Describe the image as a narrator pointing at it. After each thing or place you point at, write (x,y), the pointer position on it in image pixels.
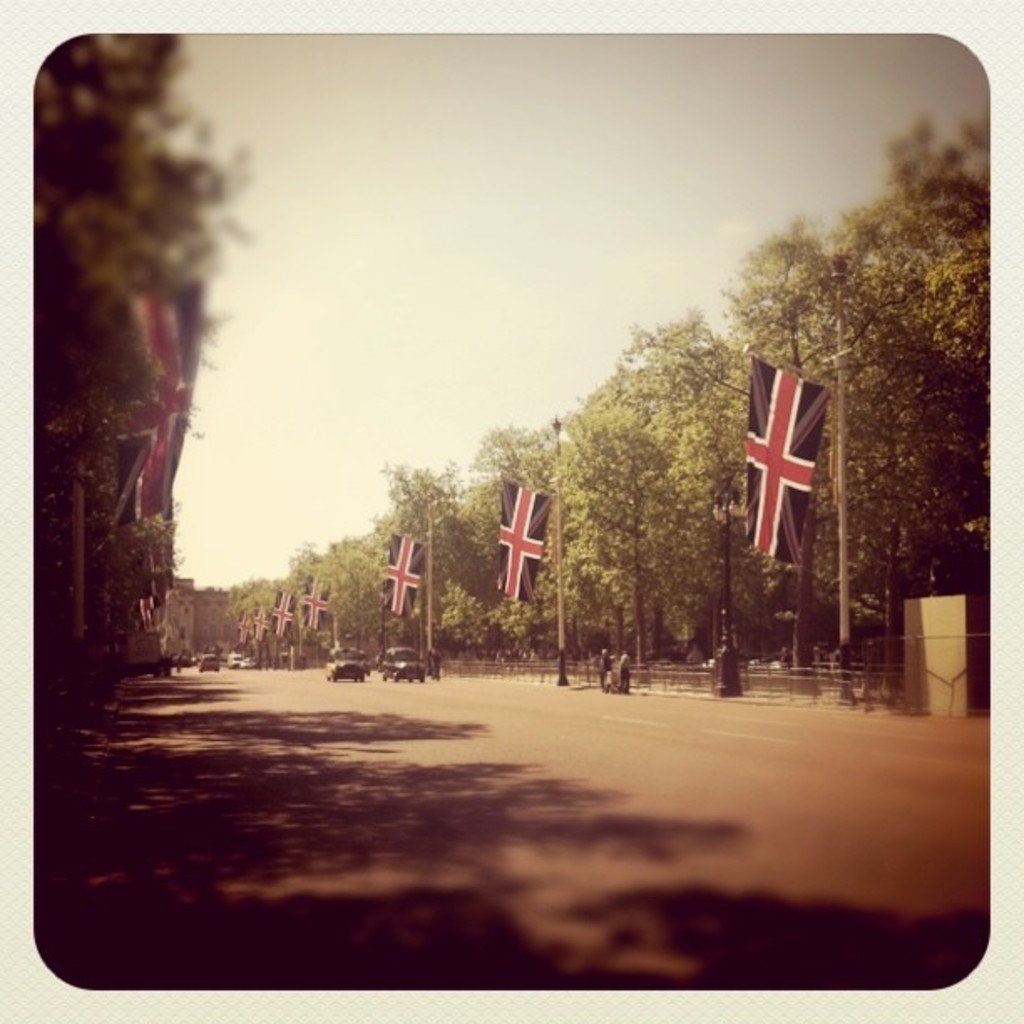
In this image we can see vehicles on the road (365,798). On the sides of the road (504,874) there are flags (177,352) on poles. Also there are trees (597,550). In the background (545,241) there is sky (503,210).
